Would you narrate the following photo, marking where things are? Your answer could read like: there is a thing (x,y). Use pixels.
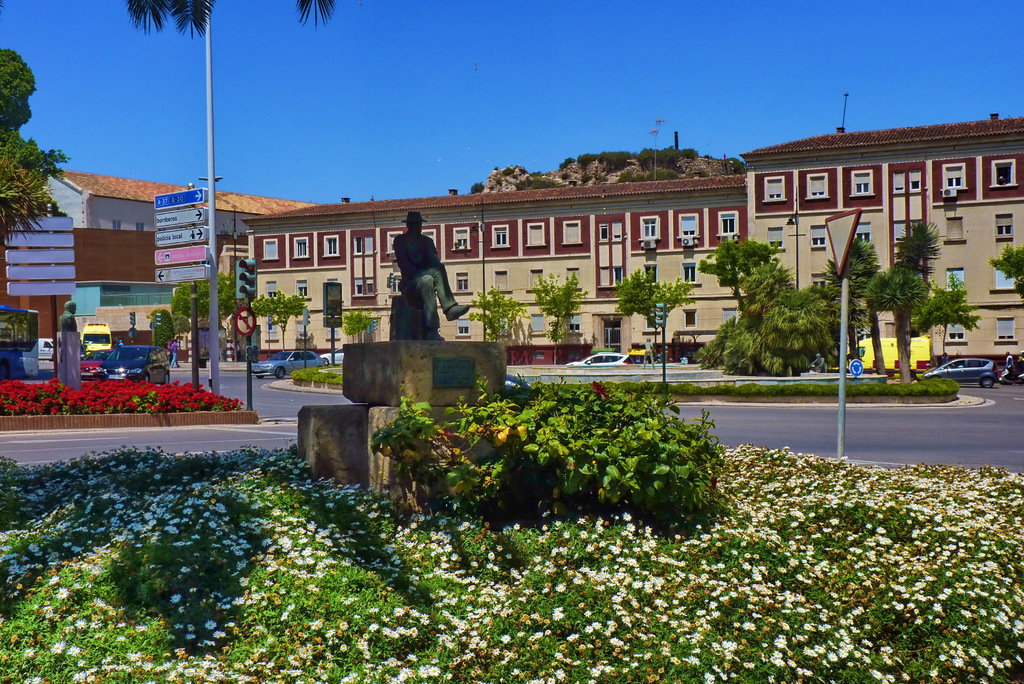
In the foreground of this image (452,340), there is a man sculpture (416,310) and on bottom (420,637) there plants (519,600) with flowers (786,597) and in the background (126,399), there are plants (116,391), trees (186,306), poles (214,247), signal poles (237,285), buildings (280,242), sign boards (835,237), vehicles (979,362) and the sky (532,54).
